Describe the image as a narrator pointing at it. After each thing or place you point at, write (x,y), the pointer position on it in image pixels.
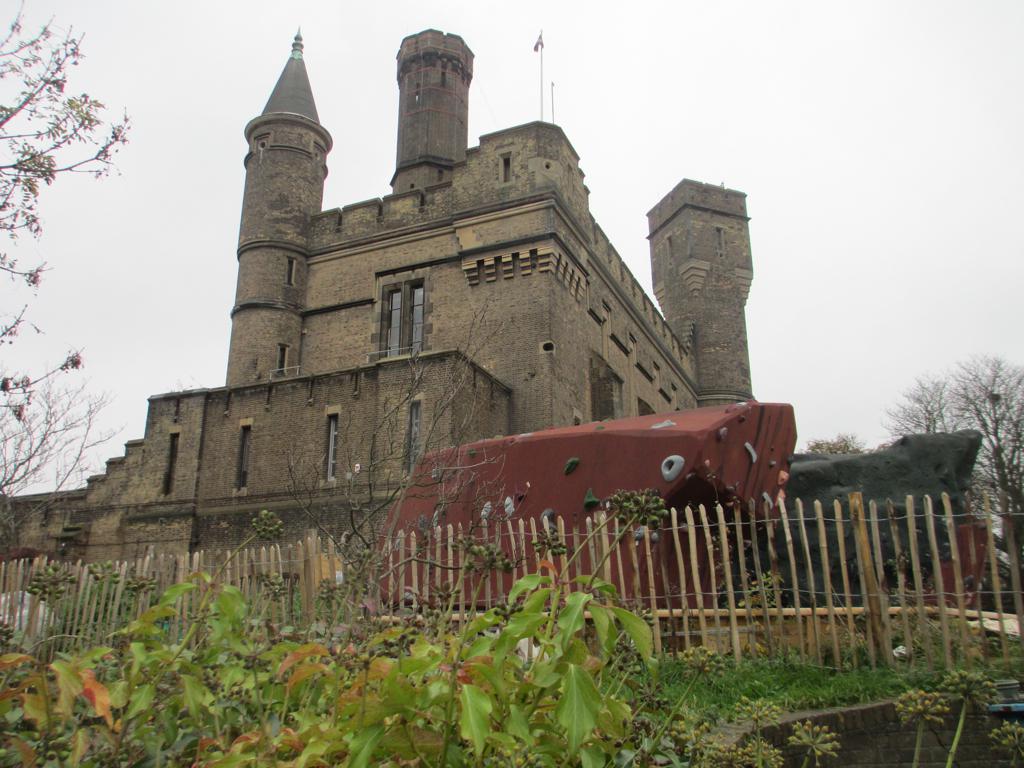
In this picture we can see some plants (488,698) at the bottom (609,710), there is fencing (684,600) in the middle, in the background (482,310) we can see a fort (528,299) and some trees (1017,450), there is the sky (866,438) at the top of the picture (831,108).
